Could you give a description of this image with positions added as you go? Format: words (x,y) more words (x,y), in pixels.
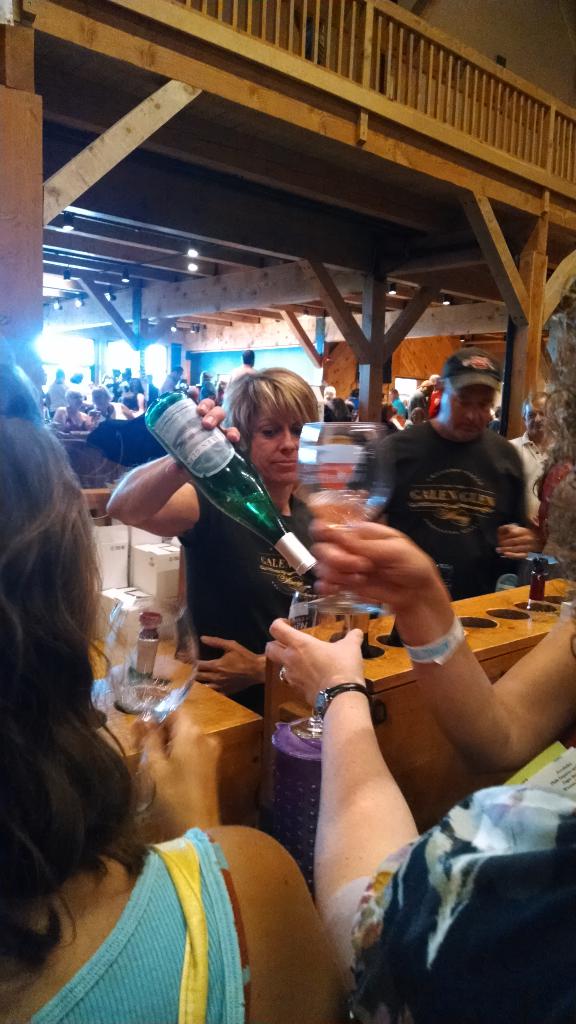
There is a woman (186,584) holding a wine bottle (246,510) and serving the wine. There are three persons (310,919) standing and holding wine glasses (357,611). At background (136,415) I can see group of people (132,414) sitting and standing. This looks like an wooden pillar (529,251) and wooden texture rooftop (375,175). I can see a man (479,467) standing. This looks like a table (523,635) where I can see another wine bottle (542,597) stored inside.
